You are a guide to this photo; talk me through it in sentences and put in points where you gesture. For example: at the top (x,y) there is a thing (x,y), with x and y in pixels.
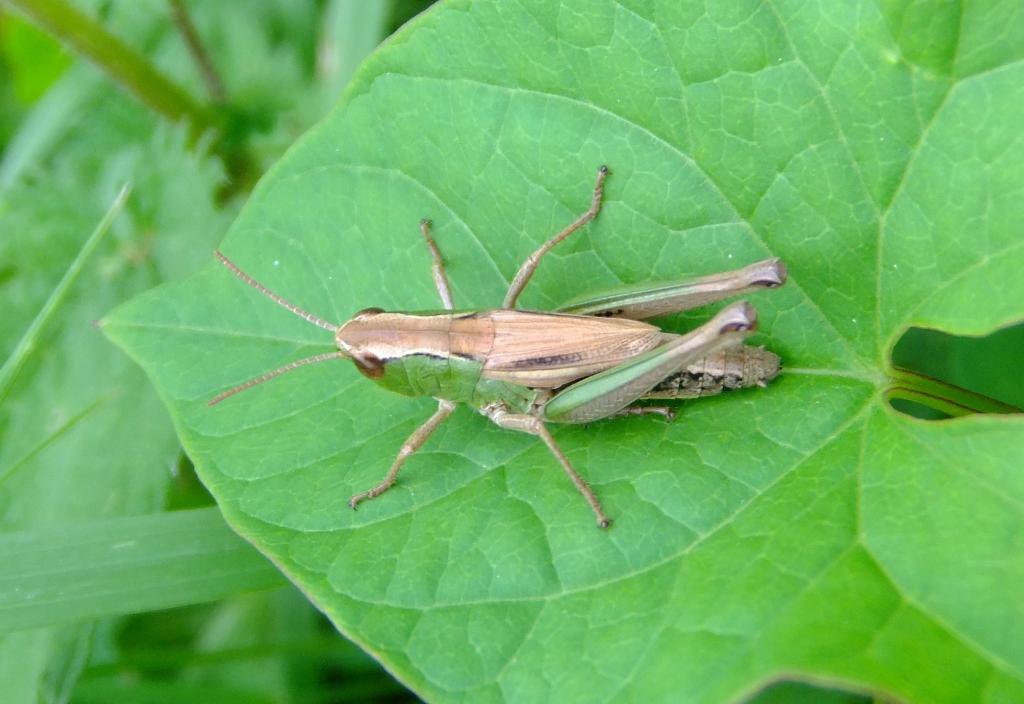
As we can see in the image there are leaves (173,361) and an insect (560,340).
